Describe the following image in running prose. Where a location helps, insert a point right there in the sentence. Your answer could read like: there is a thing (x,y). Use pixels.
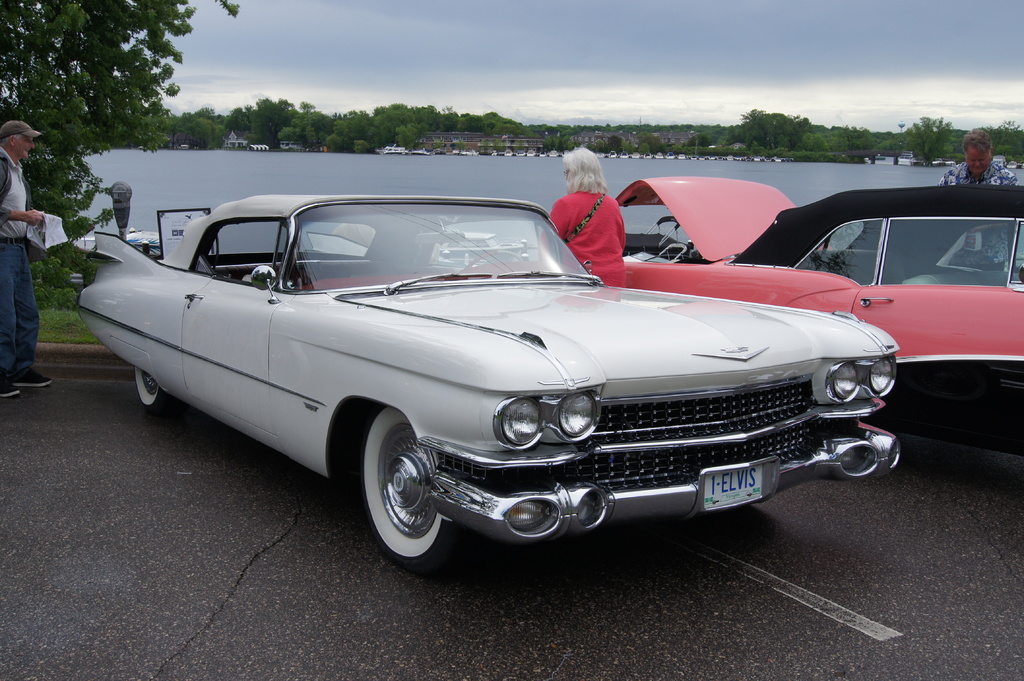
In the left side (9,197) a man (13,175) is there. He wore a cap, in the middle (633,370) it's a car (658,352) on the road (665,594) and this is water (358,182). on the back side (280,142) there are green color trees (869,140).
